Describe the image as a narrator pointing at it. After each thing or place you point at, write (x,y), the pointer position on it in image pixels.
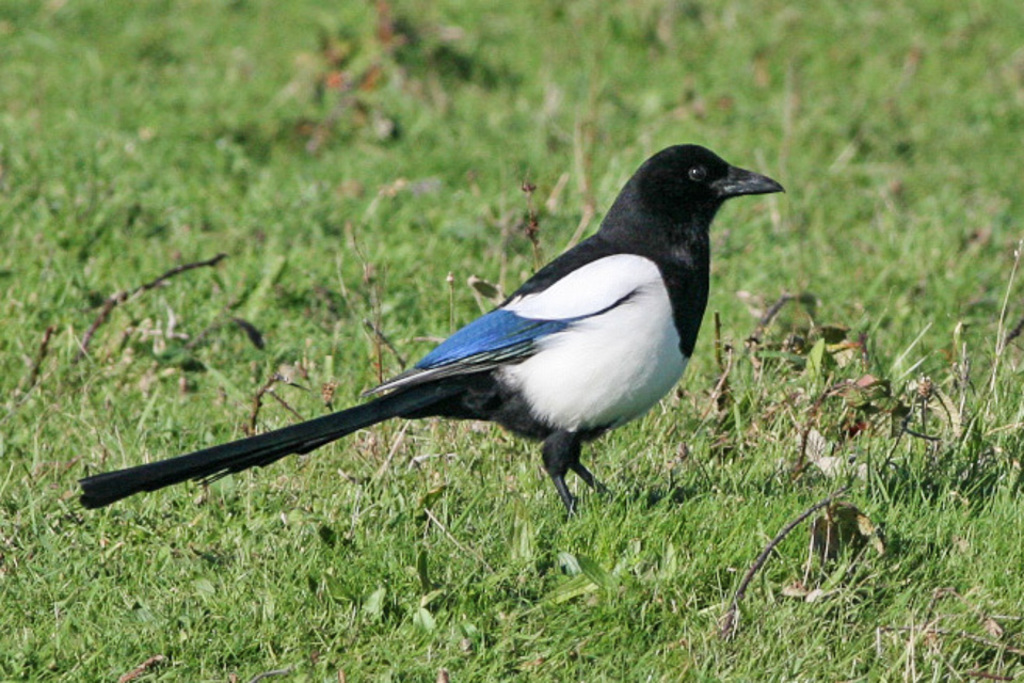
In this image there is a bird (598,408) standing on the grassland (528,497) having few plants (824,466) on it. Bird (606,342) is having different colors on it.
